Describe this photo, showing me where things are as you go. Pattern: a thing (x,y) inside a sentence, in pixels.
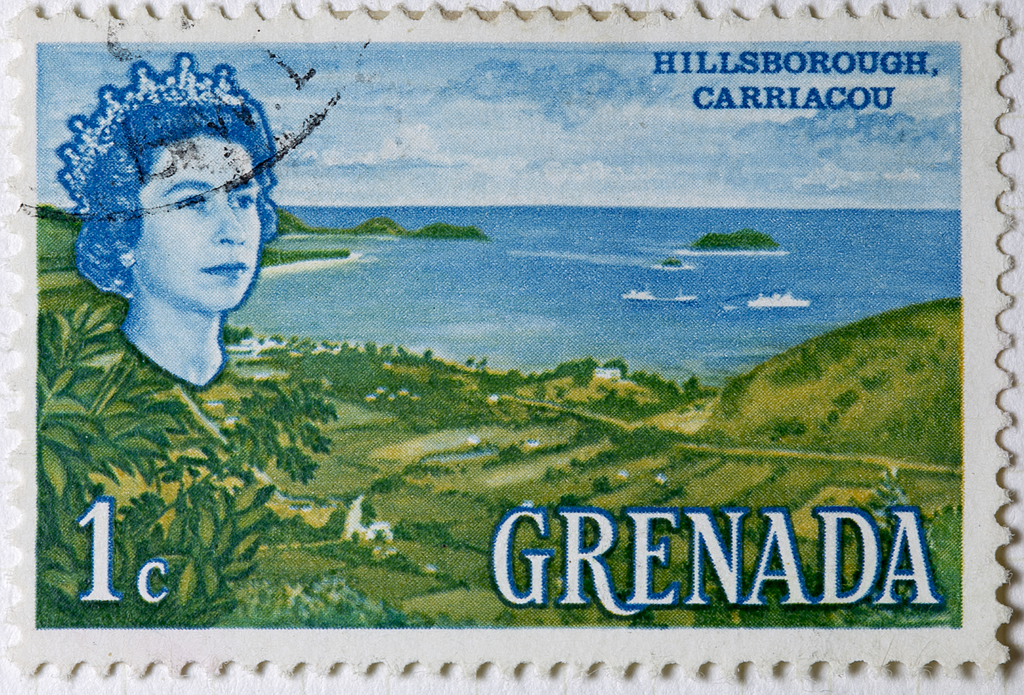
This is a stamp (847,428) and in this stamp (169,601) we can see a woman (172,247), trees (200,397), boats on water (629,338), sky (531,98) with clouds (618,98) and some text (799,585).
